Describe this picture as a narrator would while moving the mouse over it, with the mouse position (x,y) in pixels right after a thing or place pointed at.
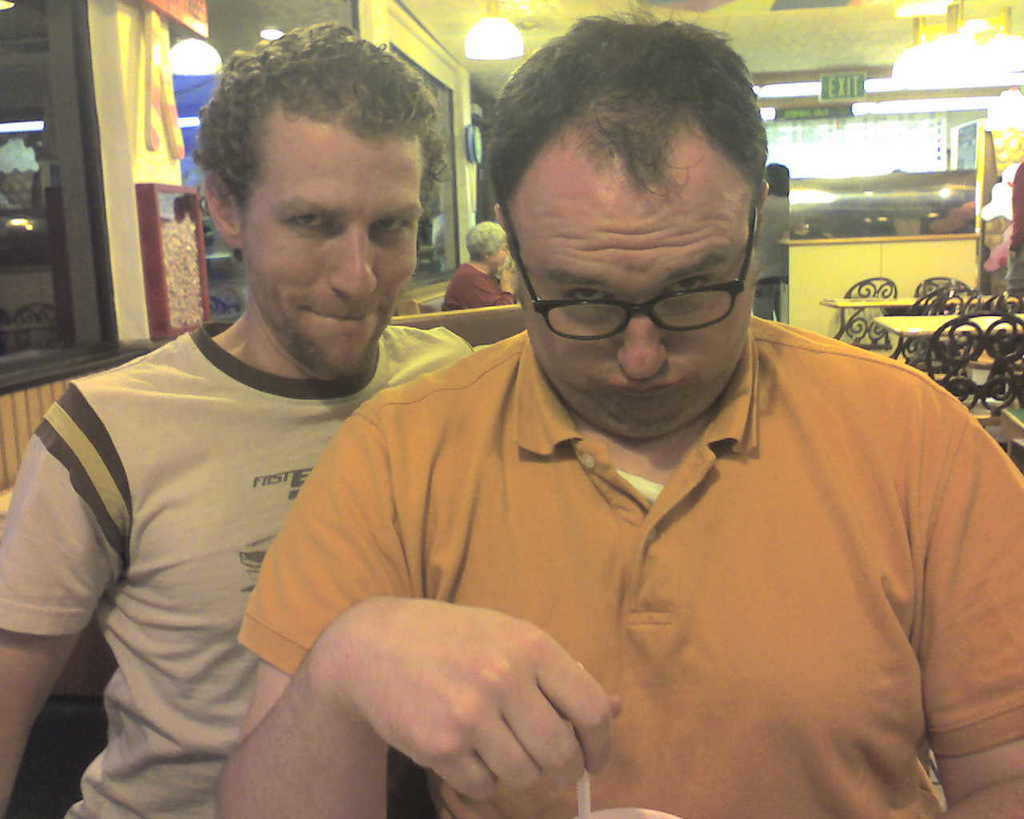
In this picture there two men (614,384) in the center of the image (597,349) and there are windows (24,84) on the left side of the image (33,207), there are lamps (923,74) at the top side of the image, there are tables (828,306) and chairs (1017,322) in the background area of the image (850,293) and there is a lady (477,272) who is sitting in the background area of the image (474,251).
